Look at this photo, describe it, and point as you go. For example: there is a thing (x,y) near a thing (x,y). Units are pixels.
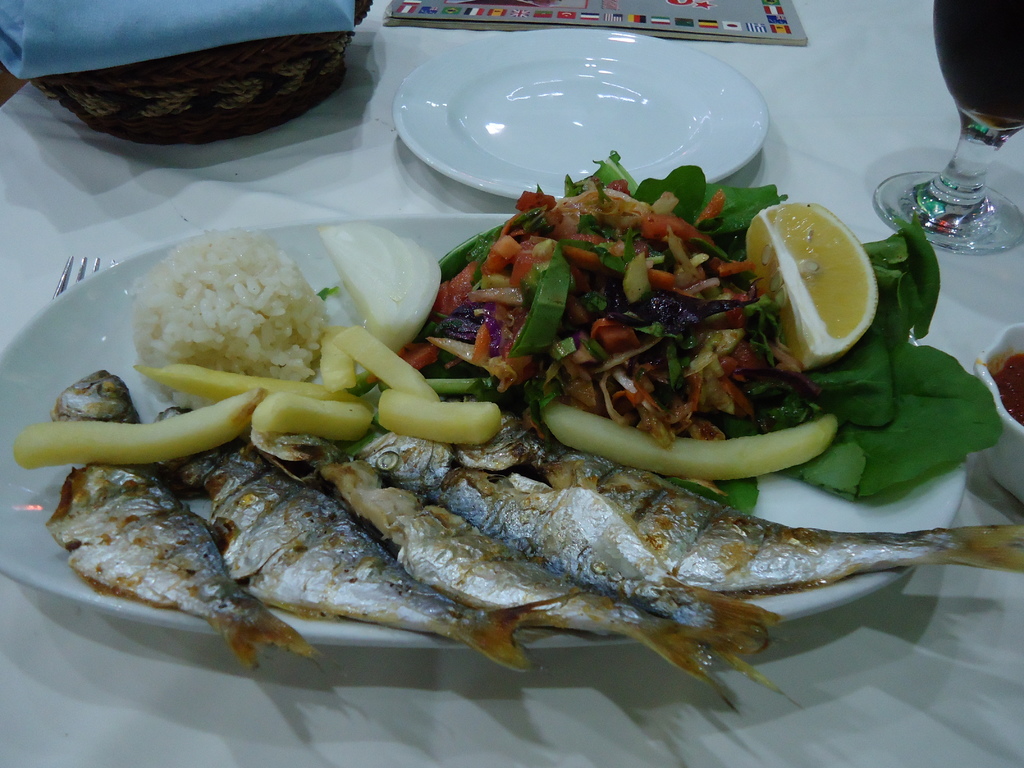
In this image I can see a food plate (55,357), food (754,569) contains fish (378,502), rice (267,325), lemon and fried vegetables (562,341). I can see a fork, another empty plate (533,153), a cup (983,376), a pamphlet (781,14), a wine glass (983,144), a basket (139,70) with a cloth (139,45) on the table (906,140).
